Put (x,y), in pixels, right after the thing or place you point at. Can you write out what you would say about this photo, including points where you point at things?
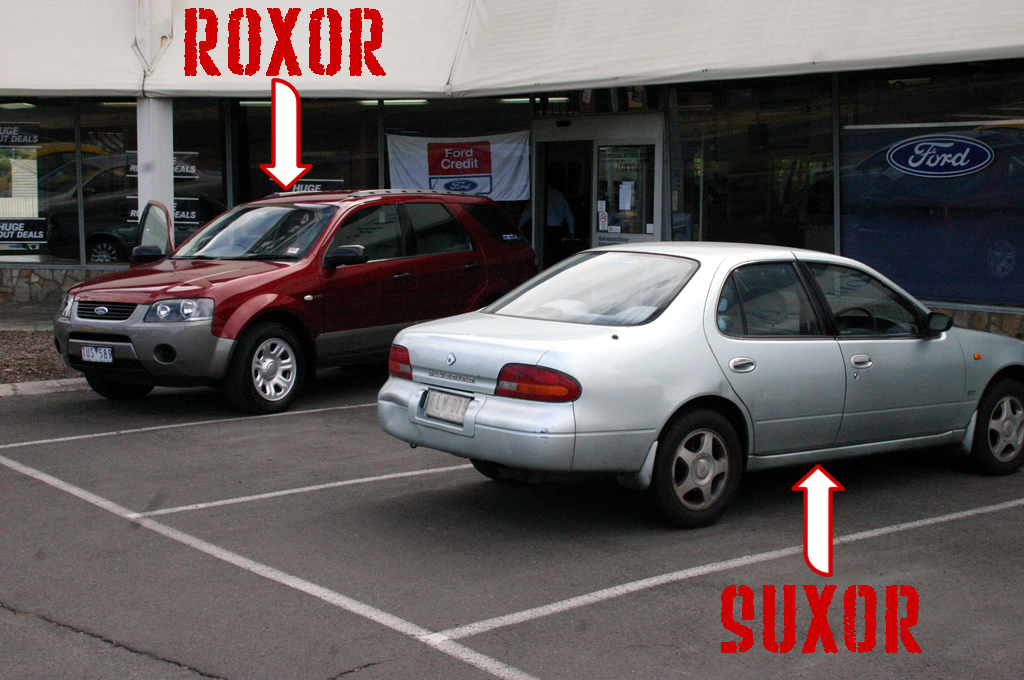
In this image we can see the silver color car (531,284) and maroon color car (234,289) are parked on the road (597,580). Here we can see the arrow marks (277,106) and some text (376,27) which is in red color. In the background (388,181), we can see the store (509,198) with glass windows (9,163) and a banner (487,171).
